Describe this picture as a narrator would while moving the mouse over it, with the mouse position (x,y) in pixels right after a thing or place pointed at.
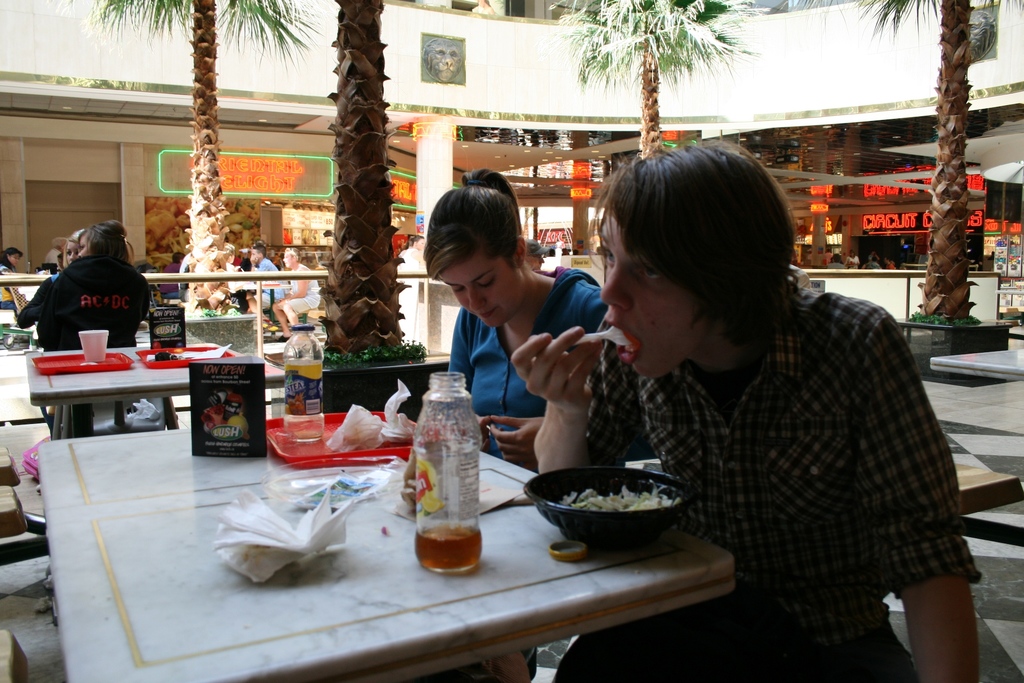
In the image we can see there are people (711,288) who are sitting on chair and on table (511,520) there is bowl (597,519) in which there is food (578,493), juice bottle (440,550), napkins (302,539) and at the back (336,68) there are trees (667,62).
